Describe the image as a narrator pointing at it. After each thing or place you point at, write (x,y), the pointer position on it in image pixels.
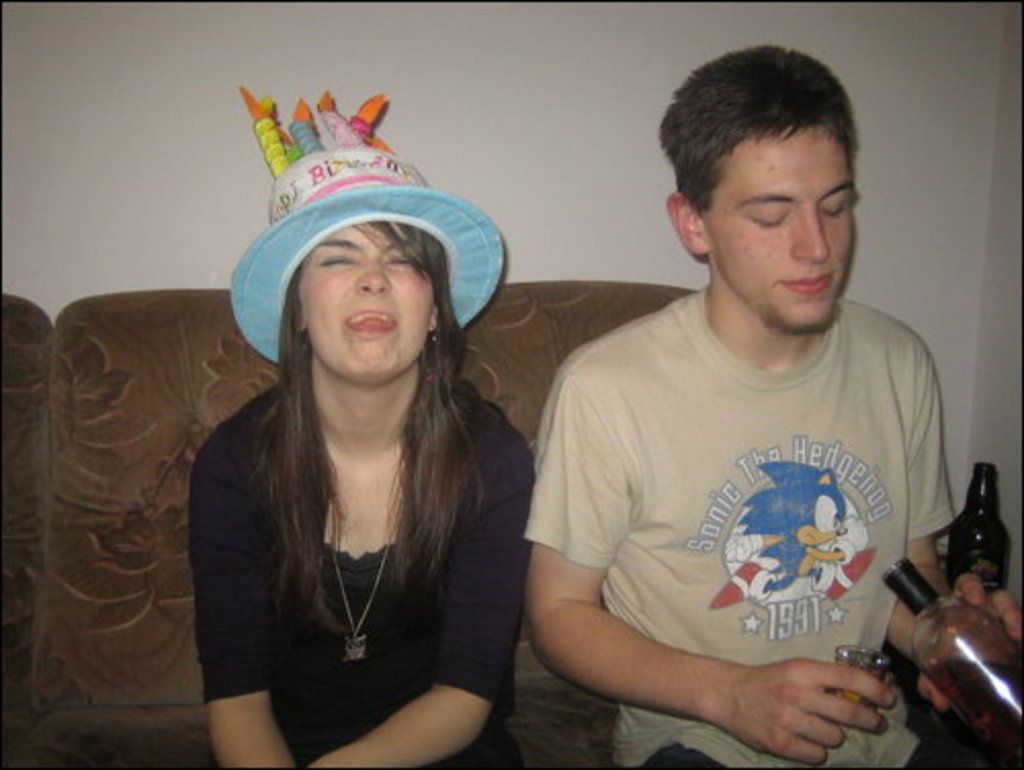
In this picture a guy (684,456) and a lady (351,440) is sitting on the sofa (141,555) and the guy (627,689) is holding a glass bottle (920,649) in his hand (851,684) and the girl (460,370) is wearing a happy birthday cap (326,208).
